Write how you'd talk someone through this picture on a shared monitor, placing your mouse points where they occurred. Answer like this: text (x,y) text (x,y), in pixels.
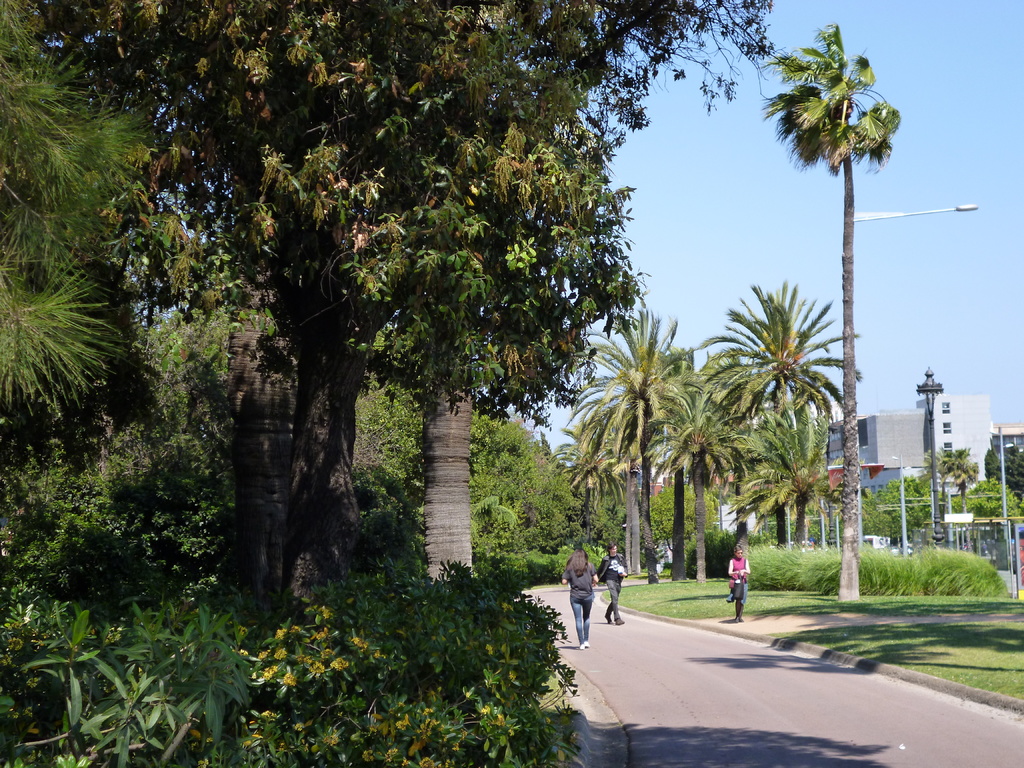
This image is clicked outside. There are trees (453,398) in this image. There are some persons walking at the bottom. There is sky (696,179) at the top (696,179). There are buildings (833,454) on the right side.
